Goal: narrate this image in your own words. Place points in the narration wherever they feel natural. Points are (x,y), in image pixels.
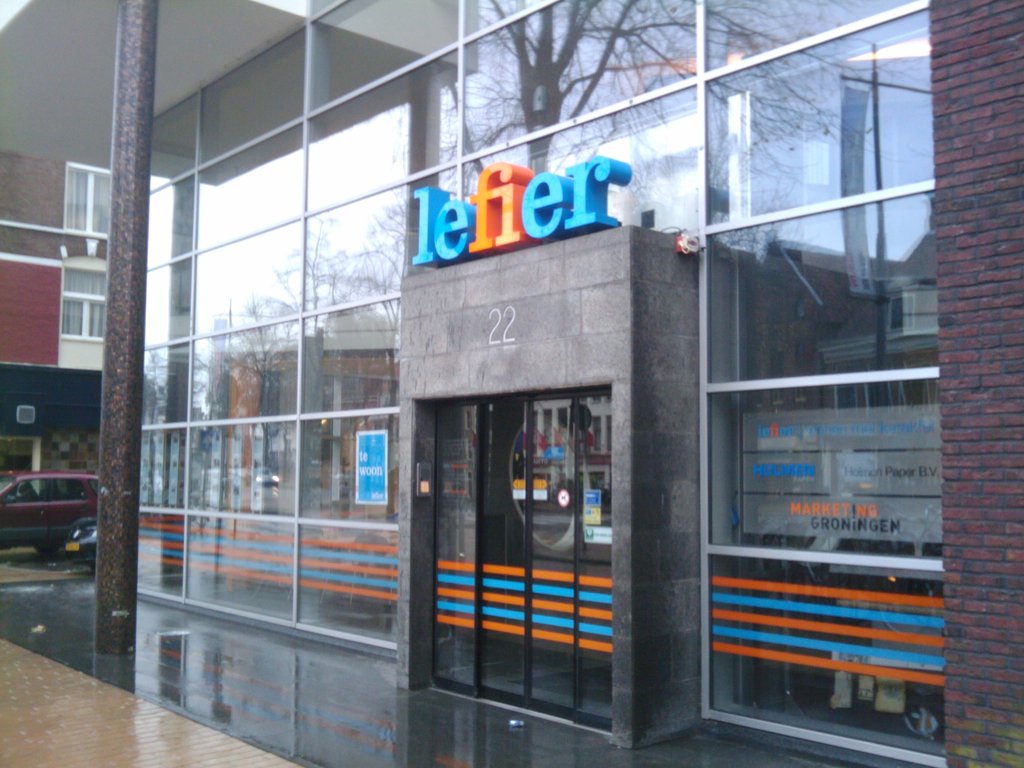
In this image we can see a building (361,143) with glass walls (521,114). Also there is a name (487,193) on the building (870,324). Near to the building (238,220) there is a pillar (145,257). Also there are vehicles (68,500). And there is another building (47,284) with glass windows (91,289).
